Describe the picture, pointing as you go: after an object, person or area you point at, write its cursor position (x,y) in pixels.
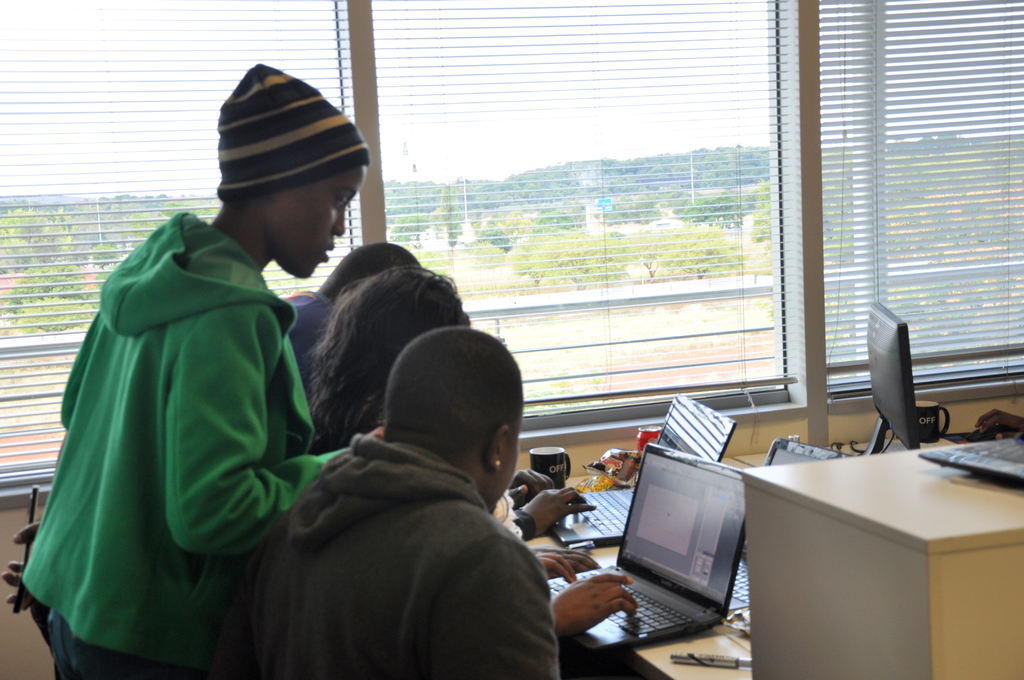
In this image we can see this person (197,418) wearing green jacket (170,402) is standing and this people (473,518) are sitting near the table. We can see laptops (729,512), monitor (883,417) and cups (923,431) on the table (931,446). In the background (564,259) we can see glass windows (667,310) through which trees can be seen.
